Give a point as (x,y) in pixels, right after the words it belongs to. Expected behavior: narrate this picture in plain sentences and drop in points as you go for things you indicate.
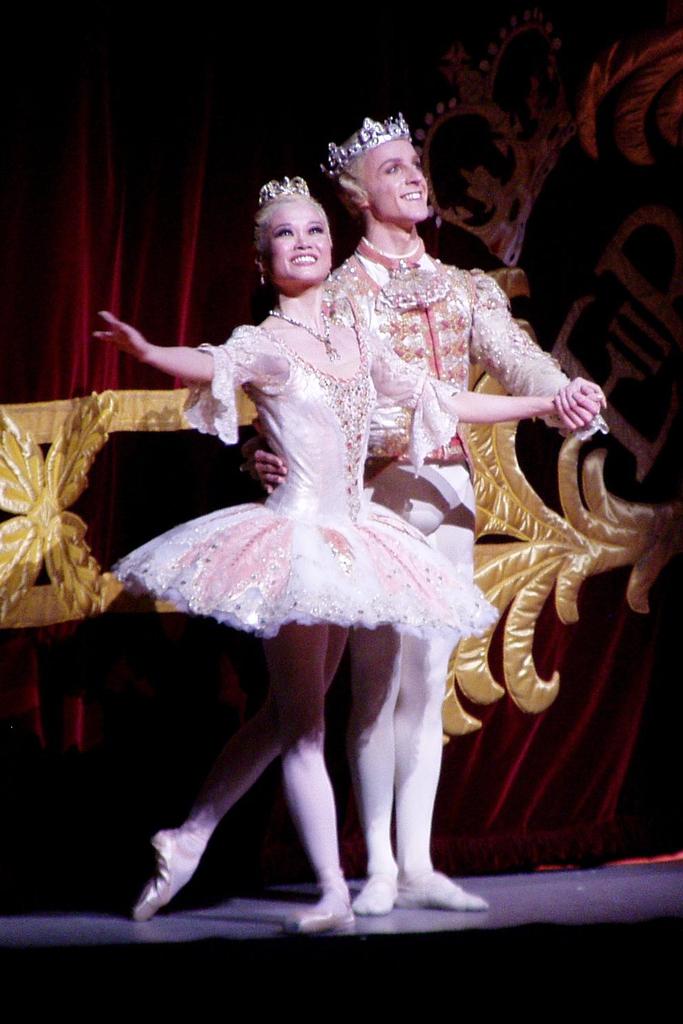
In the picture I can see a couple (197,553) standing on the floor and looks like they are dancing. I can see the smile on their faces (401,189) and I can see the crown (356,149) on their head (361,169). In the background (302,172), I can see a red color design cloth (127,163).
